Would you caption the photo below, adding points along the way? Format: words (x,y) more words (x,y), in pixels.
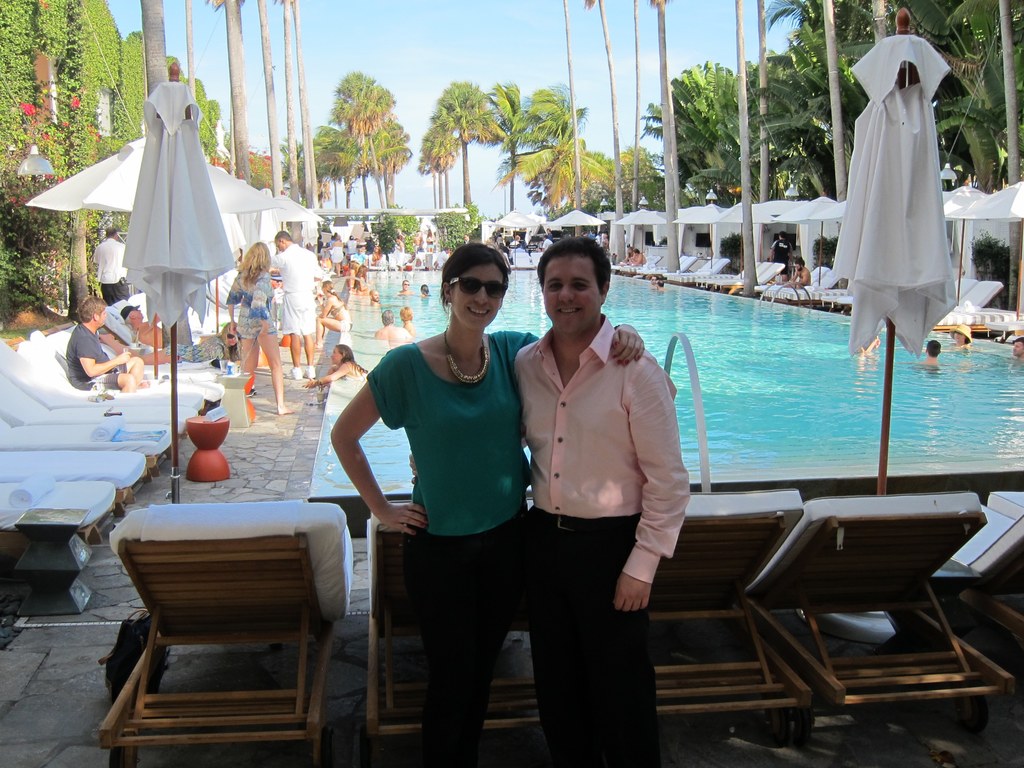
In this picture we can see two people (570,427) standing on the floor (730,763) and smiling. At the back of them we can see a group of people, chairs (375,523), umbrellas (926,245), swimming pool (621,291), trees (302,161) and some objects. In the background (550,48) we can see the sky (491,48).
